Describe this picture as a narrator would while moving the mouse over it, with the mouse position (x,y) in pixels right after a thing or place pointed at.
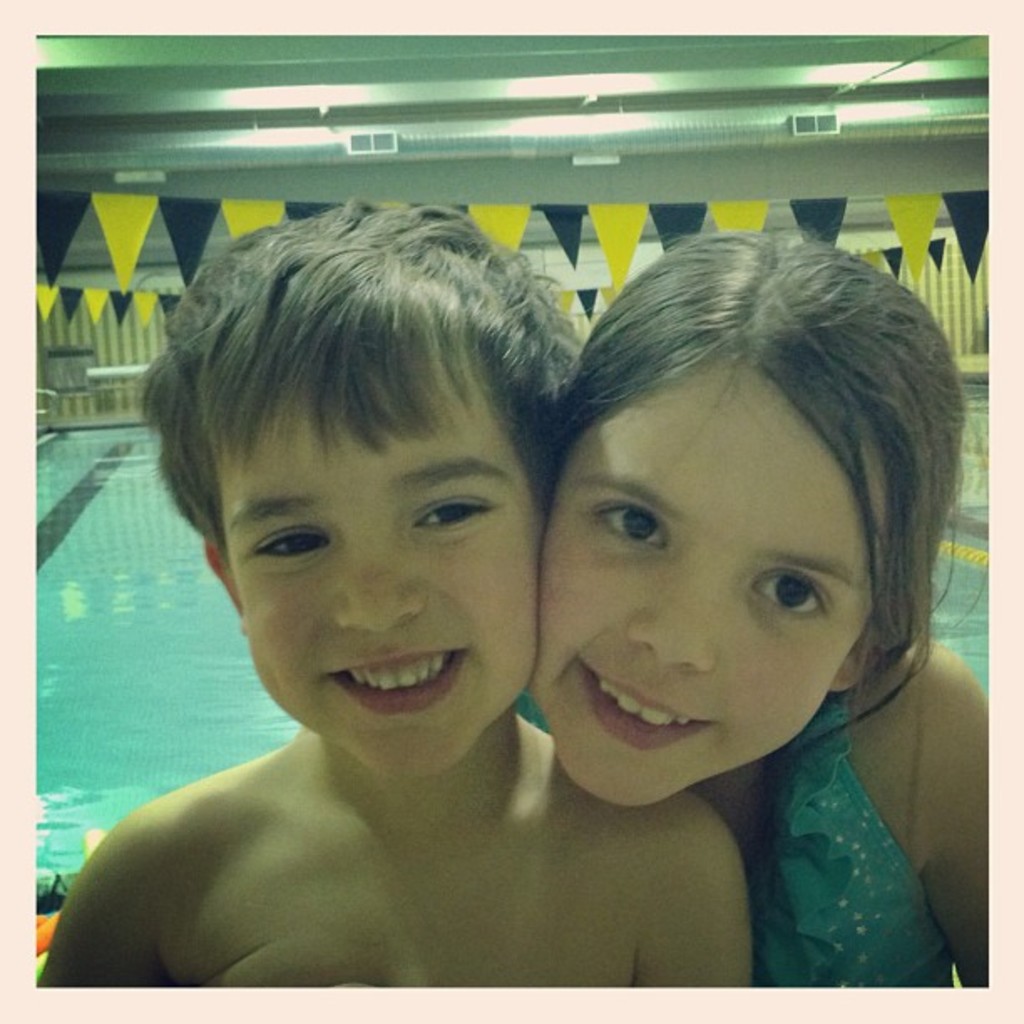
In this image we can see a girl (631,787) and a boy (442,804) smiling. In the background (176,684) there is a pool (140,669) and we can see flags (123,226). In the background (114,285) there is a wall (150,280).
